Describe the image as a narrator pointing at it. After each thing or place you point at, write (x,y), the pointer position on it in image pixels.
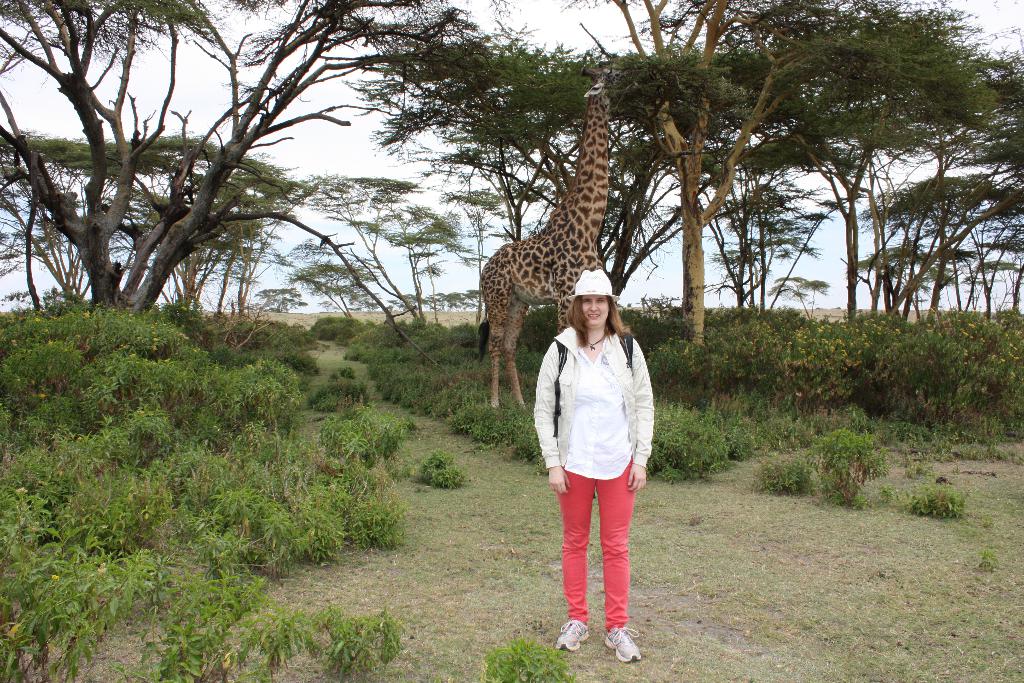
In this image we can see a woman (624,469) standing and wearing a bag (629,350), behind her we can see a giraffe (492,299), there are some plants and trees (474,295), in the background (470,282) we can see the sky (645,27).
